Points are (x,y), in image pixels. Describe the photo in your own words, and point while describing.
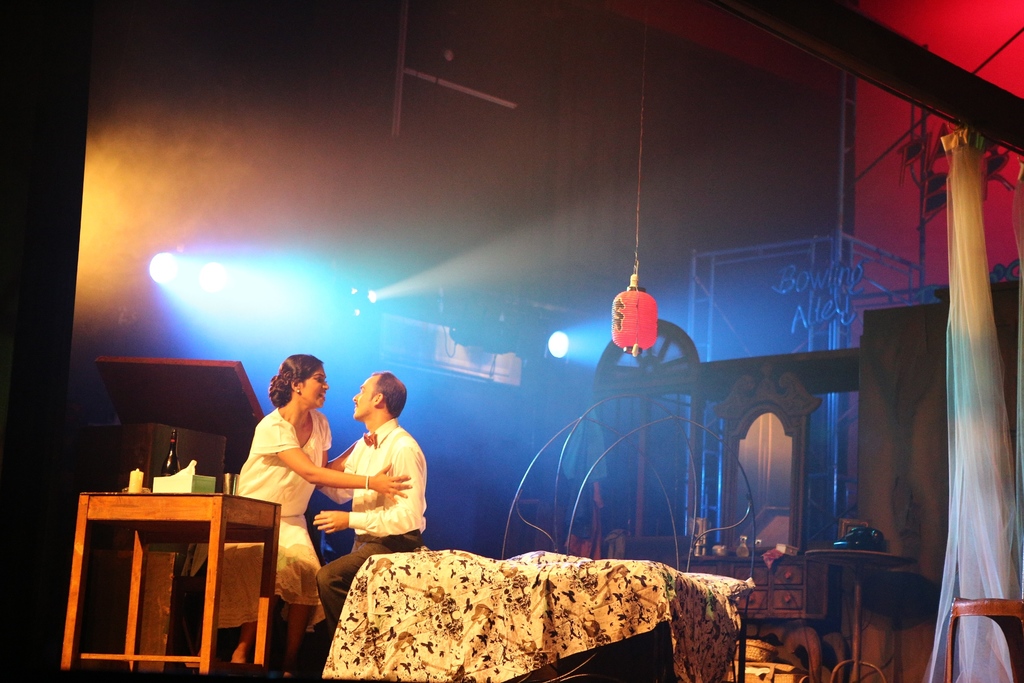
There is a room (558,454). There are two people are embracing. On the left side (282,481) we have a woman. She is holding a person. We can see in the foreground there is a glass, bottle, tissue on a table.
